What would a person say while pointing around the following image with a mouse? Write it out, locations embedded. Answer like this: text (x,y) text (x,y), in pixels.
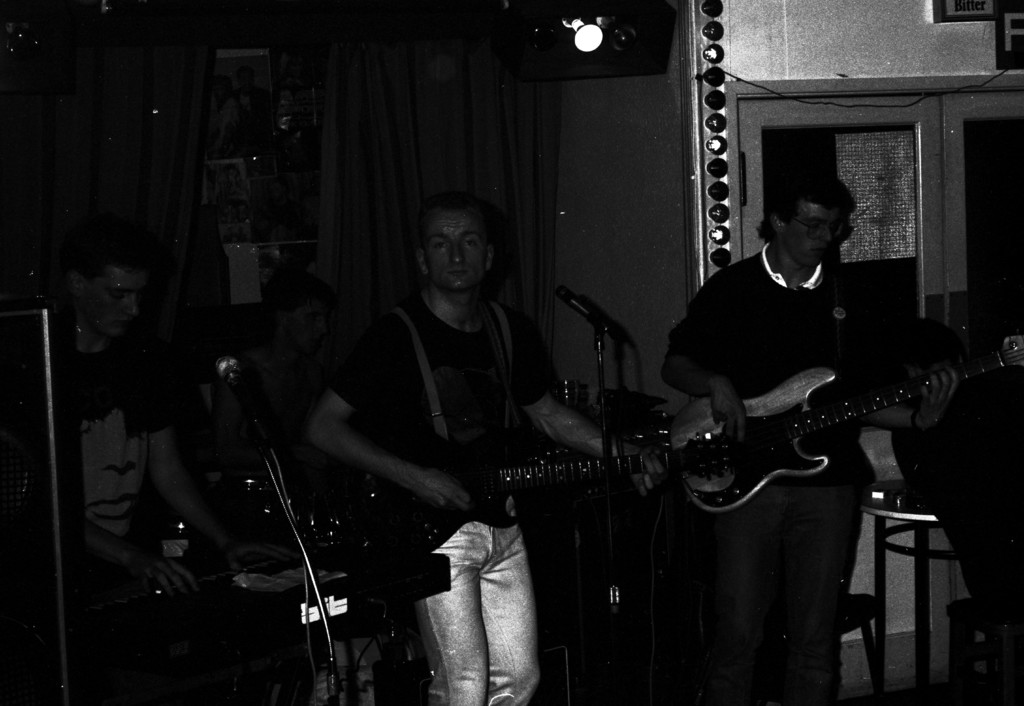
There are four members (400,372) in this picture. Two of them were playing guitars (618,458) in their hands (436,470) in front of a mic (601,322). One of the guy (82,404) is playing a piano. In the background (236,403) there is a person (261,386) sitting. We can observe some curtains (370,192) here.
